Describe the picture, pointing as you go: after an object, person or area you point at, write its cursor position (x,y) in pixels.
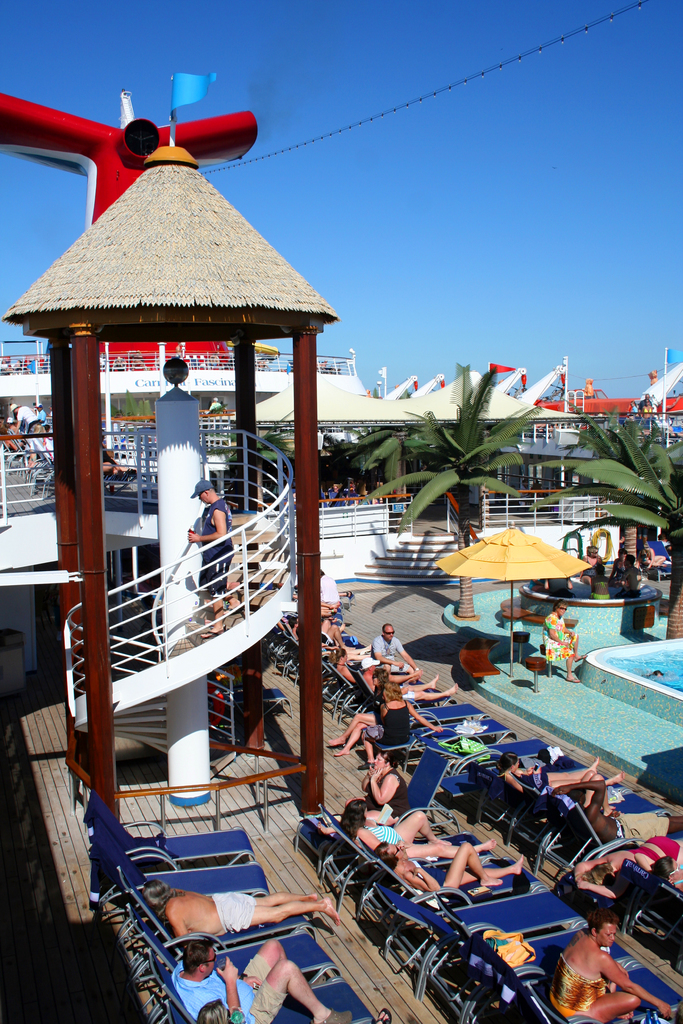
In this image we can see the hut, pillar (181,551), stairs (254,615), roofs (358,412) for shelter (488,410) and trees (639,497) and also an umbrella (520,544). We can also see the people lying on the beach beds (576,1023) which are on the path (17,910). On the right (645,646) we can see the pool (653,680). We can also see the wire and also the sky (453,237). We can see the railing (371,513).
